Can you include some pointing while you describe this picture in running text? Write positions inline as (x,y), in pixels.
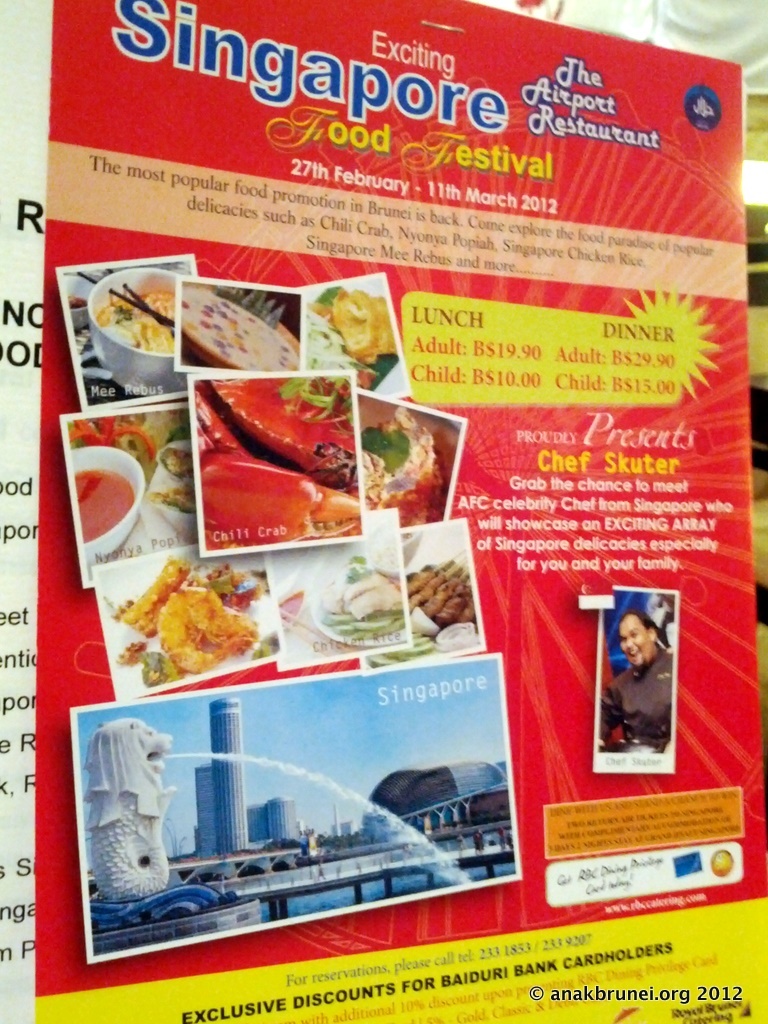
It is an advertisement paper (407,359) of a restaurant in Brunei, the paper (305,343) contains a lot of food items images (269,359) and prices (540,343) of the food (329,356) and some other information (488,161).
